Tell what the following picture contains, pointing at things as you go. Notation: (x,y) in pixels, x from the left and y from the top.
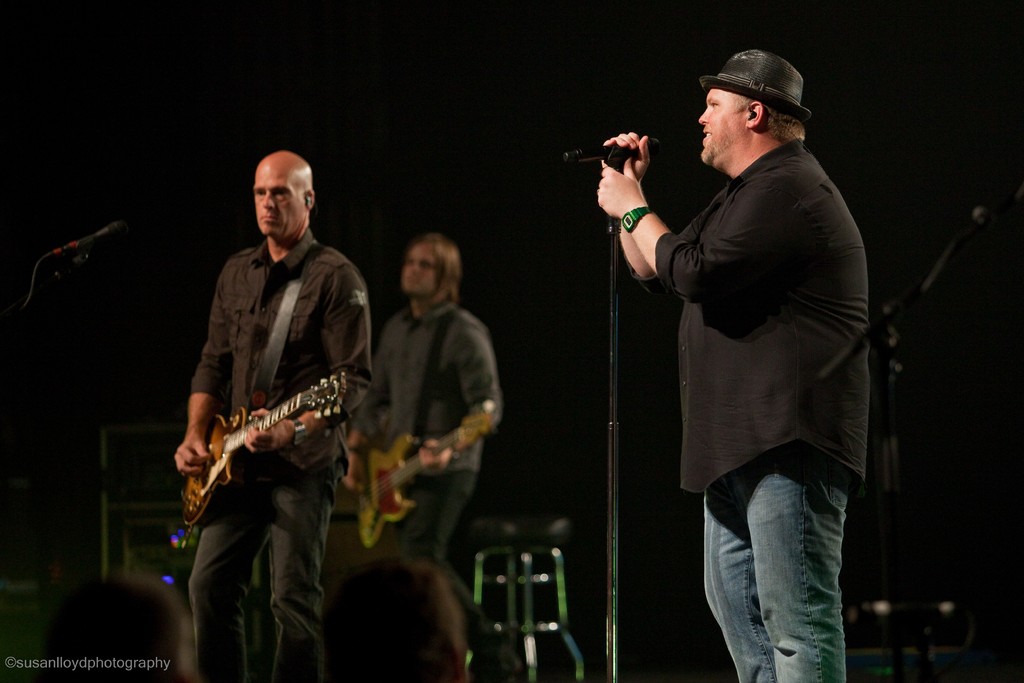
There are three members (390,379) standing on the floor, two of them (251,389) are holding a guitar (227,424) in their hands (253,447) and playing them. Another guy (739,182) is singing holding a microphone (593,161) in his hands (623,193).
